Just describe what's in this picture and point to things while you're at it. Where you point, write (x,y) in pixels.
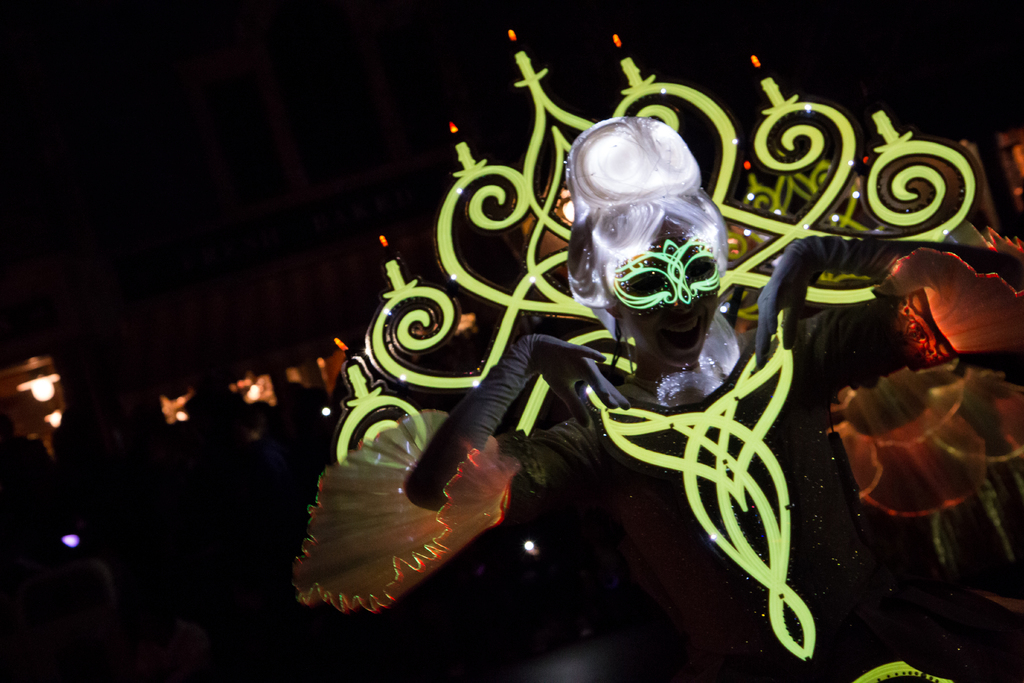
In this picture we can see a person (641,415) in the fancy dress (641,415) and behind the person (652,350) there is a dark background (154,375) and lights (518,217).
